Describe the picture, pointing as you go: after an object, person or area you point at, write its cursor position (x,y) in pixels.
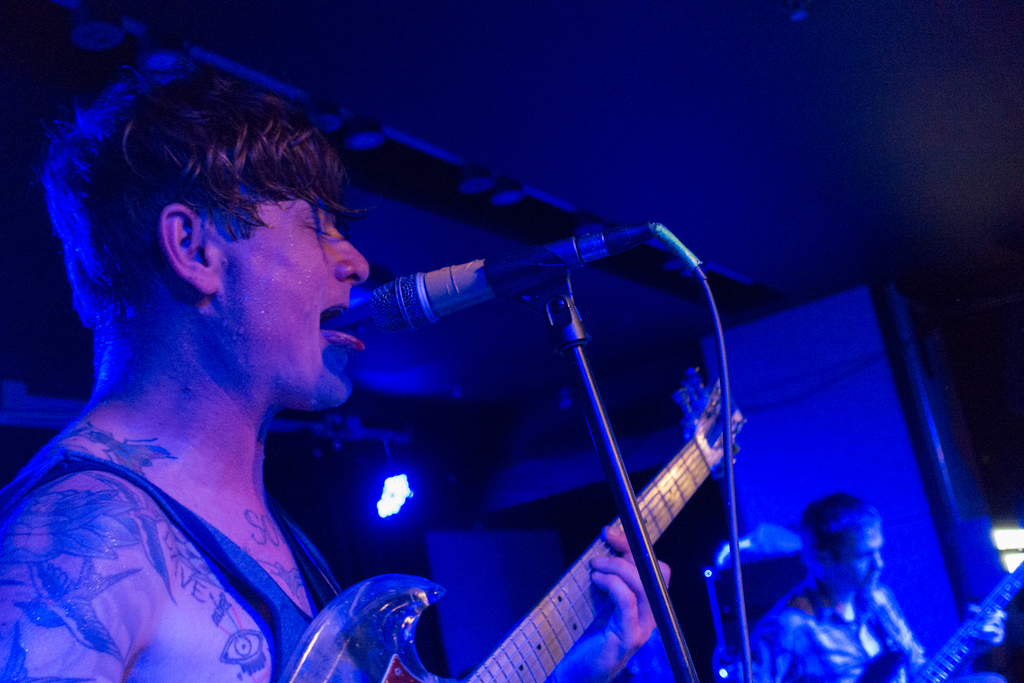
This image is taken in a concert. At the top of the image (526,127) there is a ceiling (746,109). In the background (609,501) there is a wall (610,499) and there is a light (386,488). On the left side of the image (232,401) a man (261,479) is standing and he is holding a guitar (539,637) in his hands (616,586). He is playing music and singing. On the right side of the image (816,650) there is another man (881,614) standing and holding a guitar (956,646) in his hands (997,631).
